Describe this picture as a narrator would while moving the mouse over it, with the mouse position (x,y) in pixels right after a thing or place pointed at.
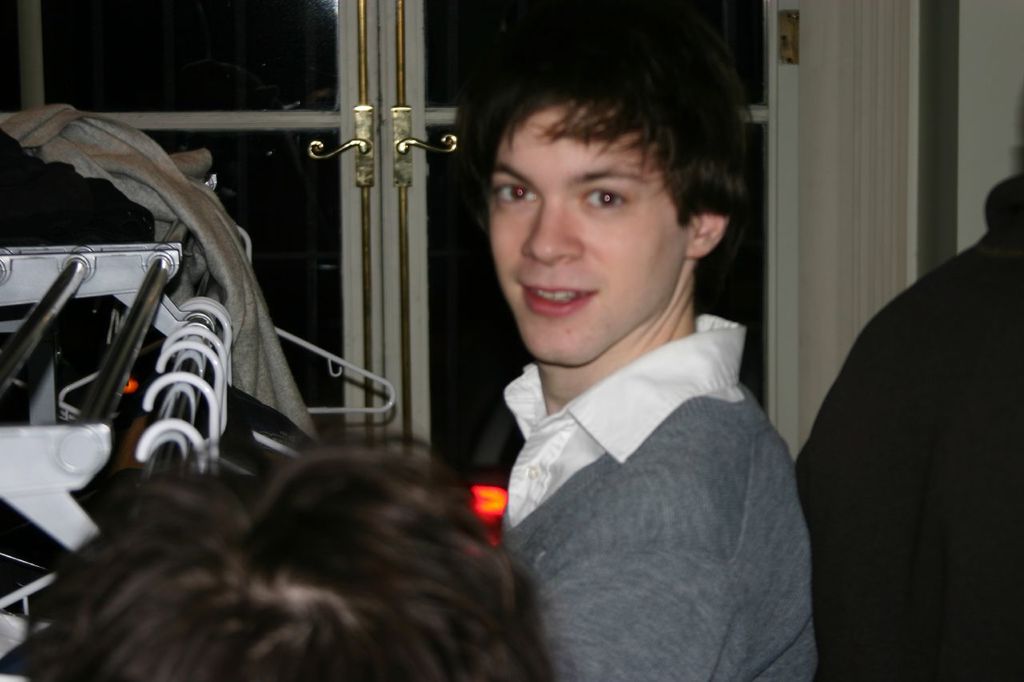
In this image there are persons (720,454). In the center (649,433) there is a man (647,496) smiling. On the left side (141,348) there are objects (197,324) and there are clothes (131,206). In the background (394,114) there is a door (419,148).
